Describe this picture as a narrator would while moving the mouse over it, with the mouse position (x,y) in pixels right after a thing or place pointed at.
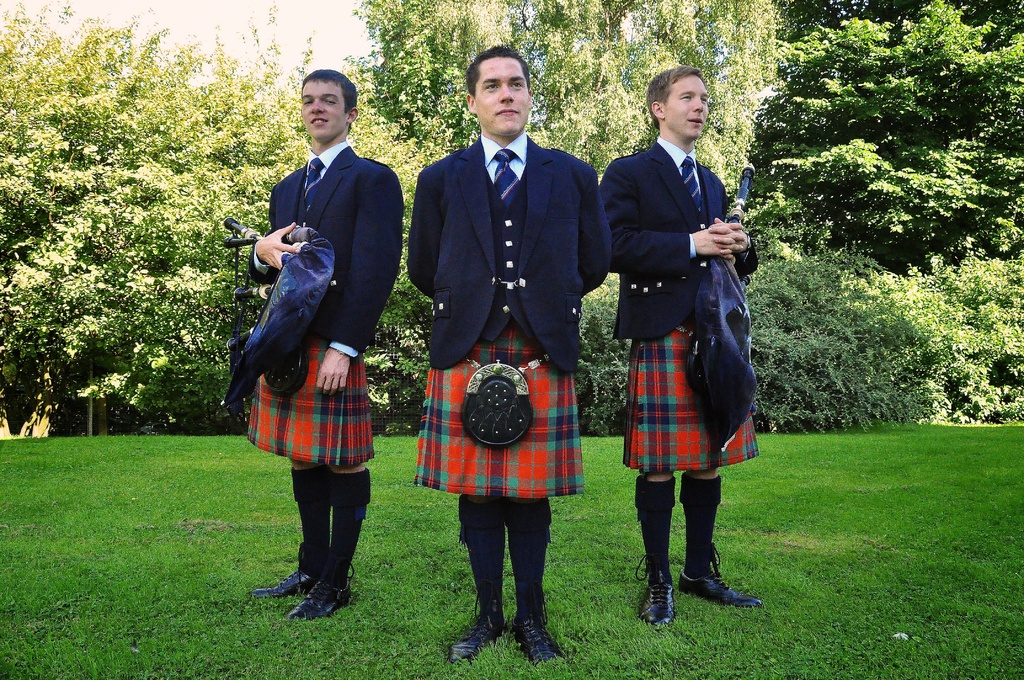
In this image in the front (522,274) there are persons (637,261) standing and smiling. In the center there is grass (153,503) on the ground (136,502) and in the background (164,121) there are trees (775,159). On the left side (332,288) the person (343,310) standing is holding an object (279,272) and on the right side (703,261) the person (683,261) standing is holding an object (708,279) which is black in colour.
